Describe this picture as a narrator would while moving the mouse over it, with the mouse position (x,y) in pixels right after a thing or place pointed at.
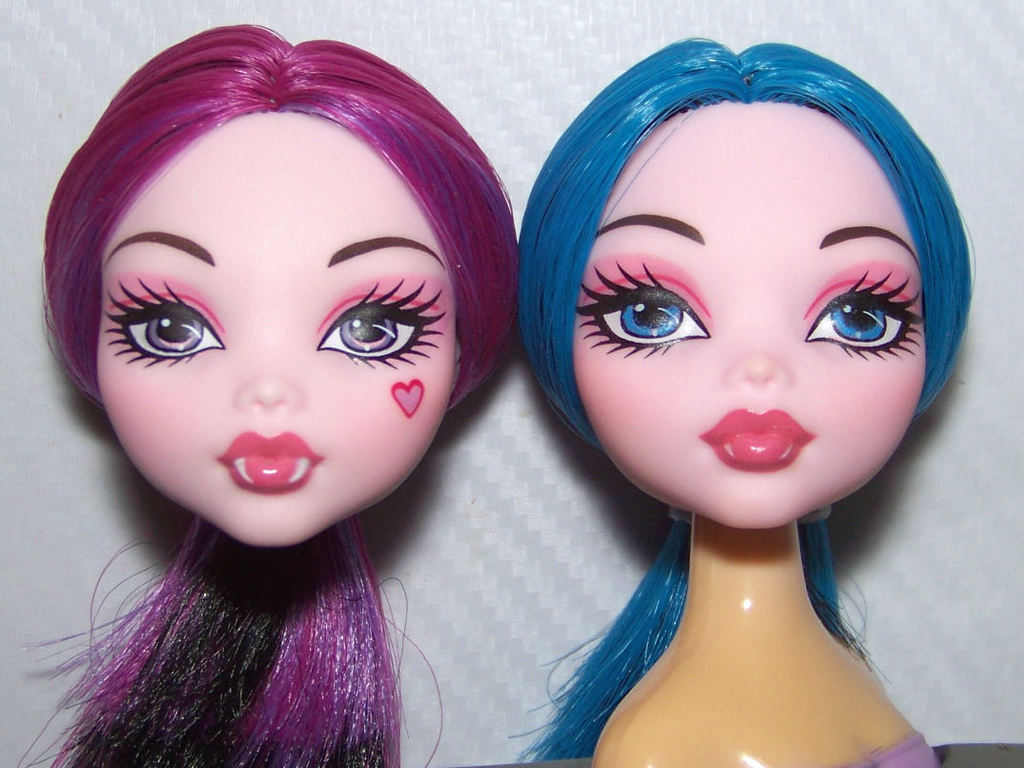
In this image we can see two toys (352,363). The background of the image (288,16) is white in color.
